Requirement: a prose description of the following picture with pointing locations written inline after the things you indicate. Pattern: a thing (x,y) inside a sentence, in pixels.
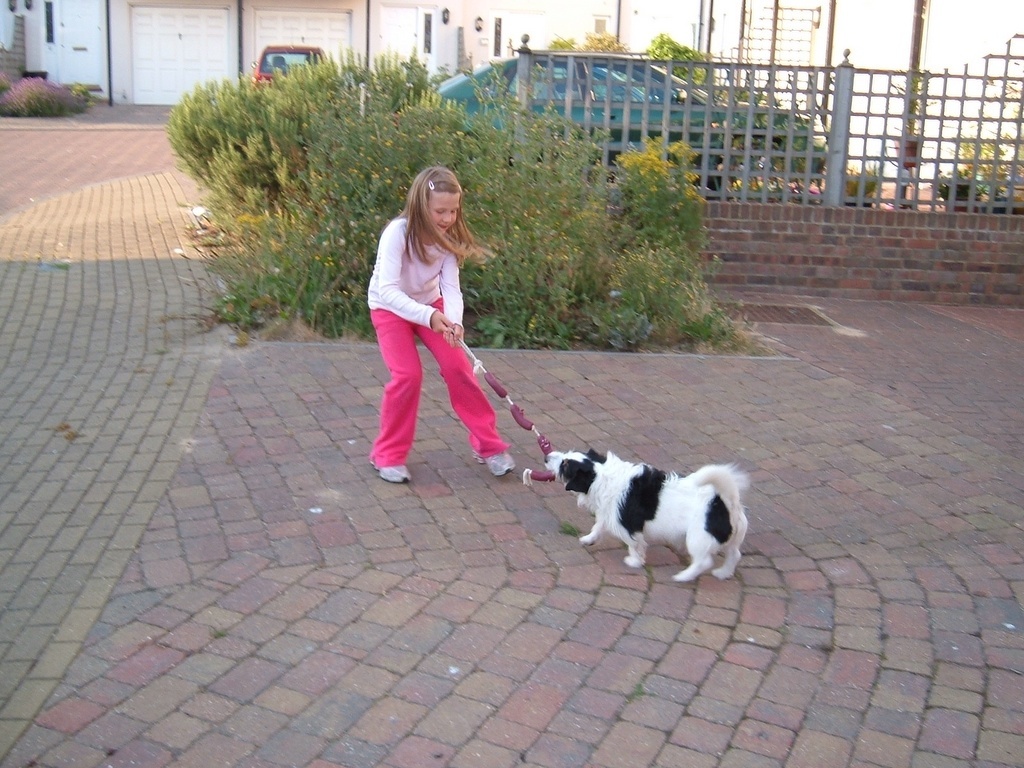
In the image we can see a girl (394,342) playing with a dog (606,490). This is a plant (571,233), vehicle (575,121), fencing (747,110) and a house (112,50).
